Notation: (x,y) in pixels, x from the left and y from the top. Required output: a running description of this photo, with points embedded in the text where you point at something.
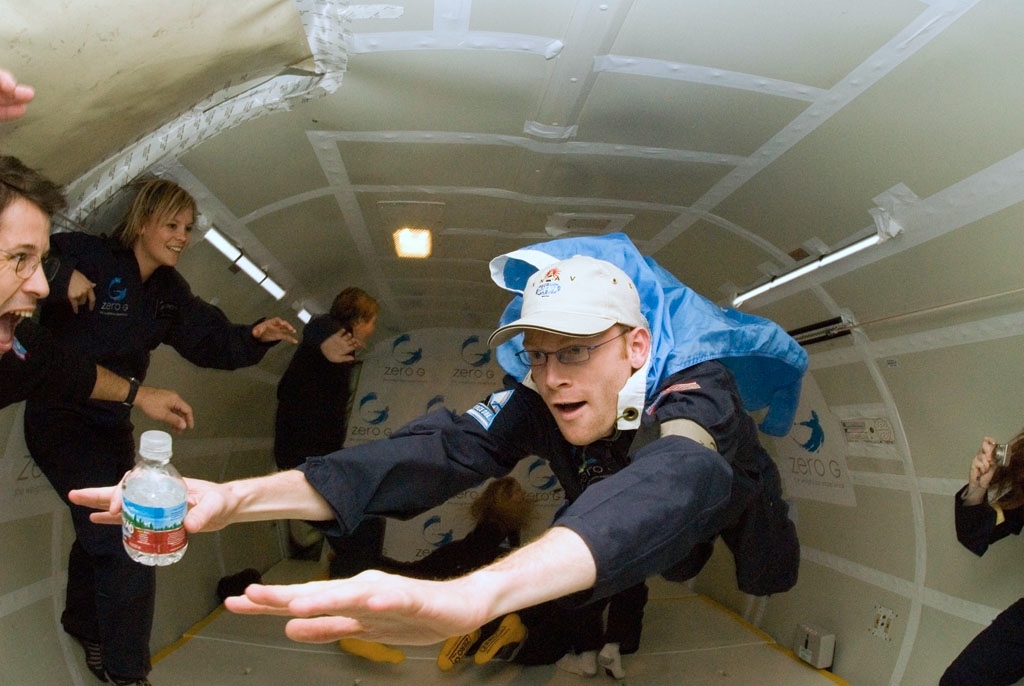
This image is clicked in a non gravity area (868,633). In this people (568,390) are flying. Some of them are laughing. There is a light (428,230) on the top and there are papers (808,494) pasted in the right side (837,451). The one who is in the front (273,501) is near a water bottle (183,508).
